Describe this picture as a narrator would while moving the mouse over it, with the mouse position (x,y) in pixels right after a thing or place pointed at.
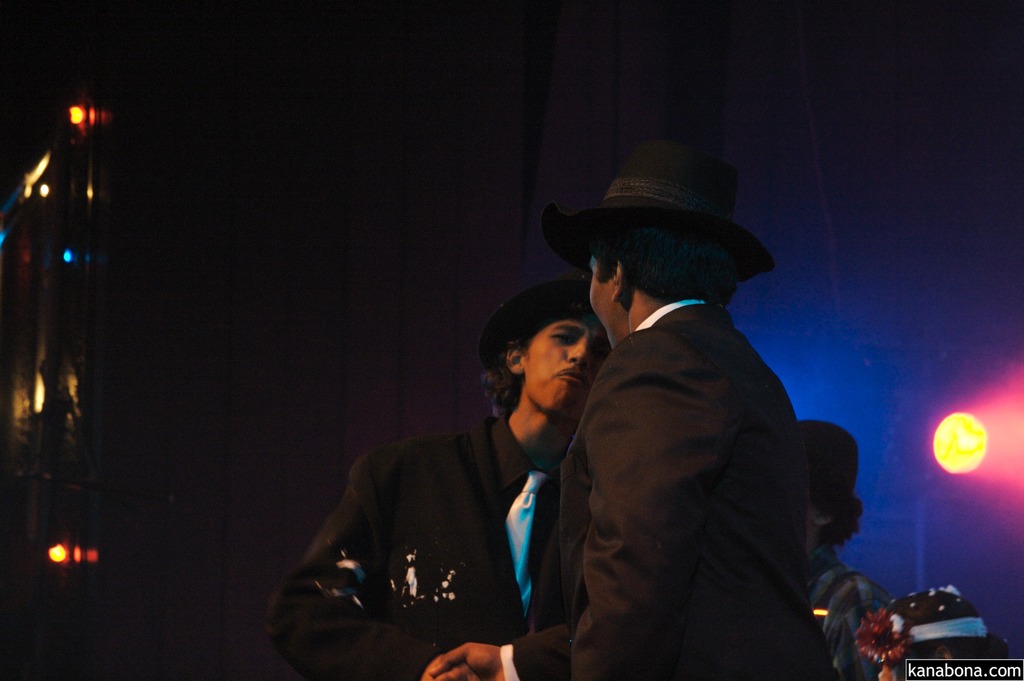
This image is taken indoors. In this image the background (109,590) is a little dark. On the right side of the image (954,436) there is a light (937,434). In the middle of the image (525,380) there are two men (586,450) and two people (898,625).
